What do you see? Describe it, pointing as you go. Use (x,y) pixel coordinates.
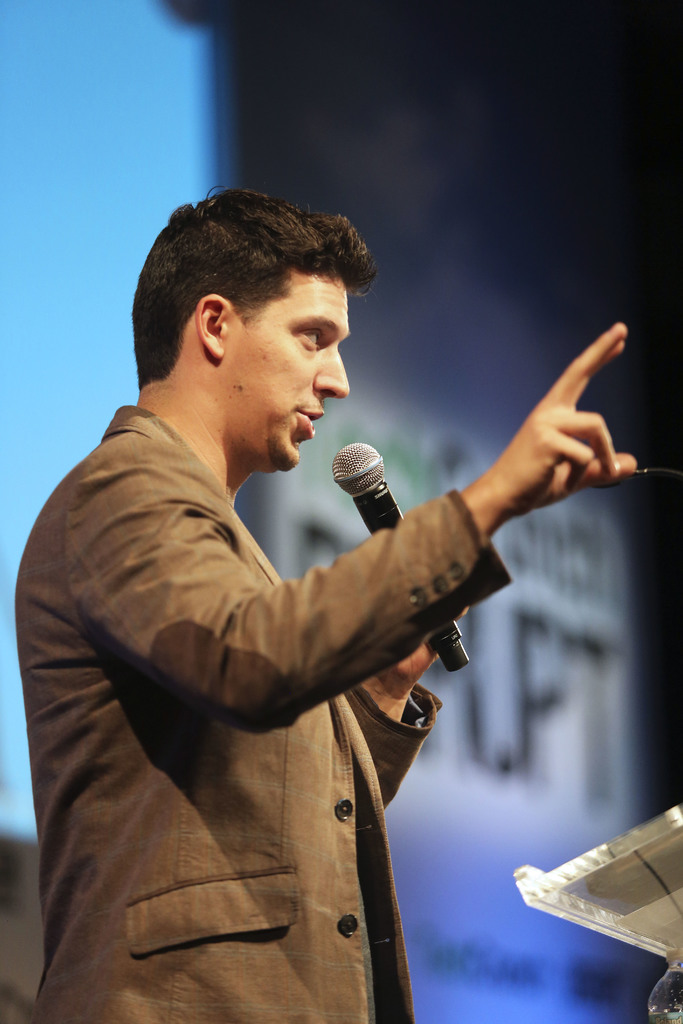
In this picture we can see a man (273,577) in brown color jacket (213,572) and holding a mike (396,520) in his left hand (384,684) and raising his right hand (469,496).
